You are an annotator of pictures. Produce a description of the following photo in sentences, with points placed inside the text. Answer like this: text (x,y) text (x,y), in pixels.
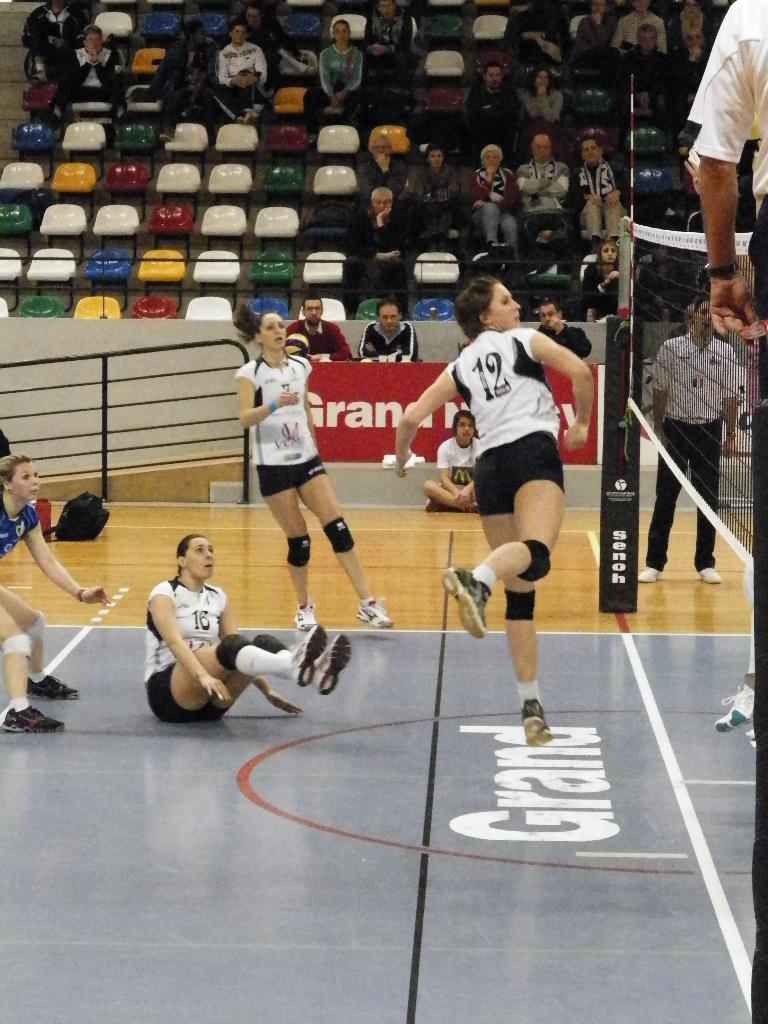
In this image I can see group of people (26,612) playing game. In the background (546,298) I can see group of people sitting and I can also see the railing (119,405).
